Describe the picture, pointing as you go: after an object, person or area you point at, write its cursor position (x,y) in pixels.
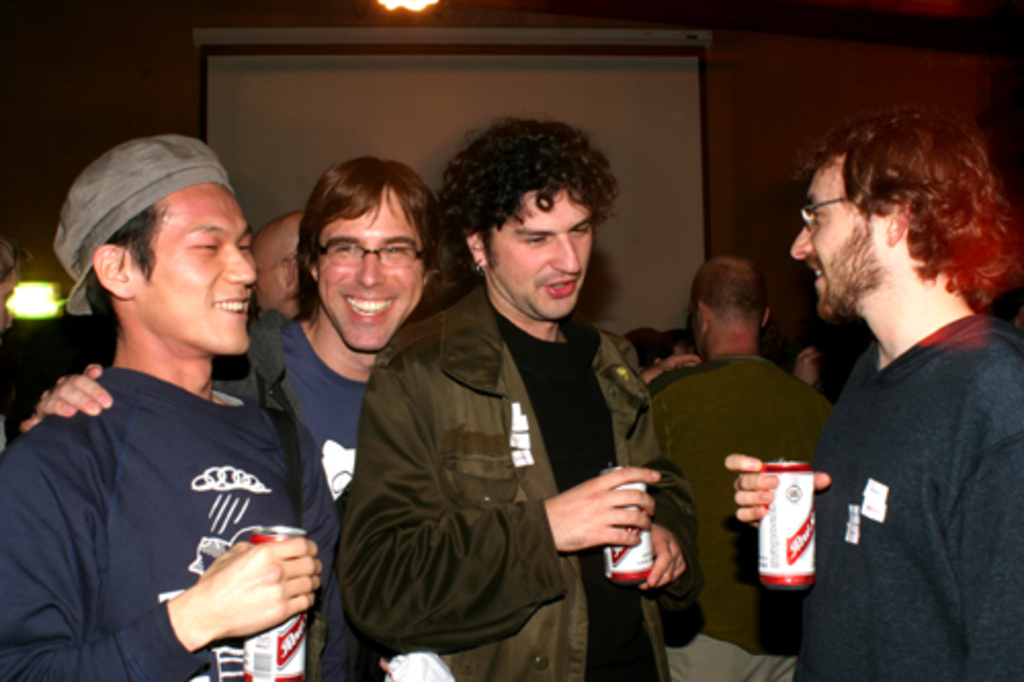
In this picture we can see three people (462,370) holding tins (777,470) and standing.
